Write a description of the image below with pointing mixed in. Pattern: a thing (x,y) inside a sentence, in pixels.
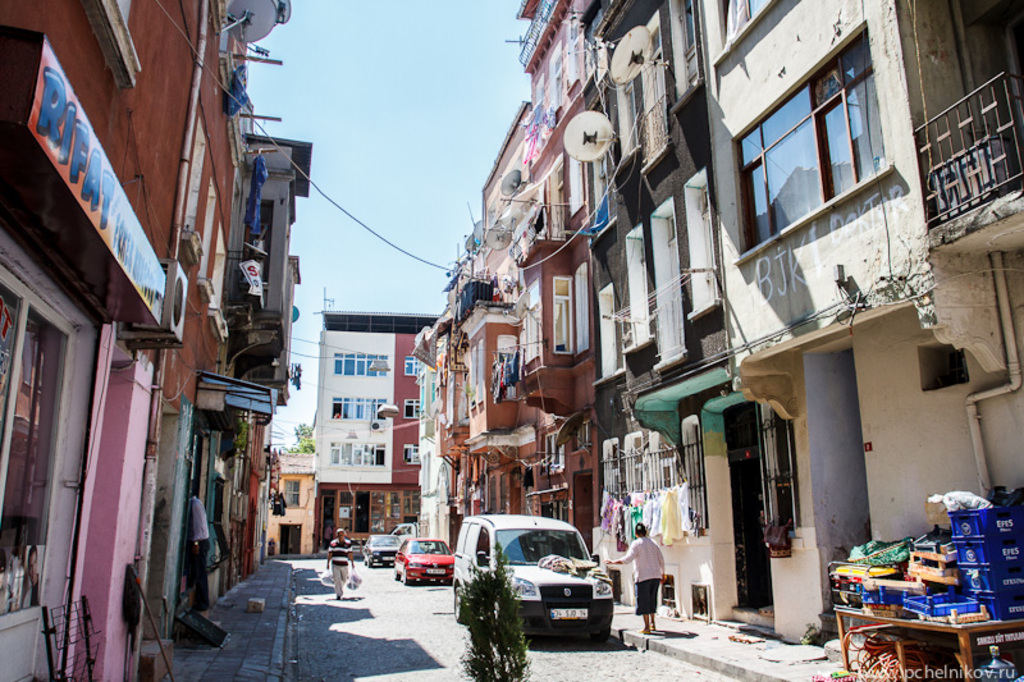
This picture taken in the outdoor. It is very sunny. This is a road (381,651) on the road (381,655) vehicles (460,578) are parking. This is a white car (549,580), left side of the white car (536,570) there is a man (341,566) walking on the road (338,603) and right of the white car (586,602) there a woman (648,585) standing on the path (673,617). Beside of the cars (447,557) there is a buildings (197,294) and top of them there is a sky (343,124).
